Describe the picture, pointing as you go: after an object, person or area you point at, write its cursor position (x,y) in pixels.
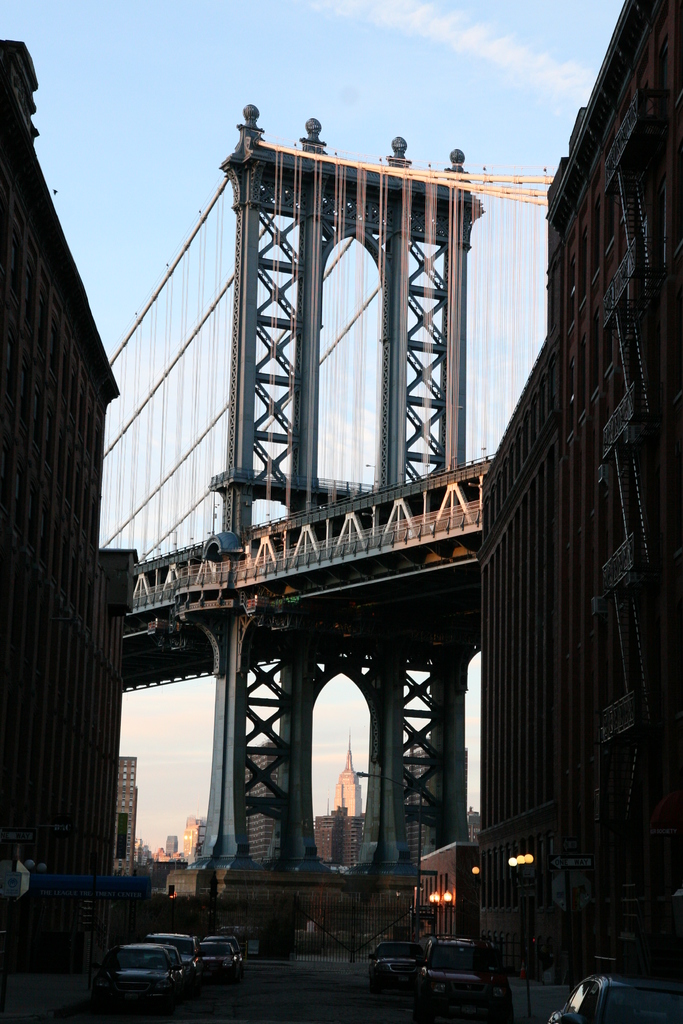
In this image on the right side (494,751) and left side (33,667) there are some buildings (39,657), and in the center (331,547) there is a bridge (270,554) and a tower (302,388) and some ropes (162,284). At the bottom (203,965) there are some vehicles (408,975) on the road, and also there are some lights (477,865) and buildings (258,839) in the background (193,839). And at the top of the image (153,78) there is sky (228,107).
